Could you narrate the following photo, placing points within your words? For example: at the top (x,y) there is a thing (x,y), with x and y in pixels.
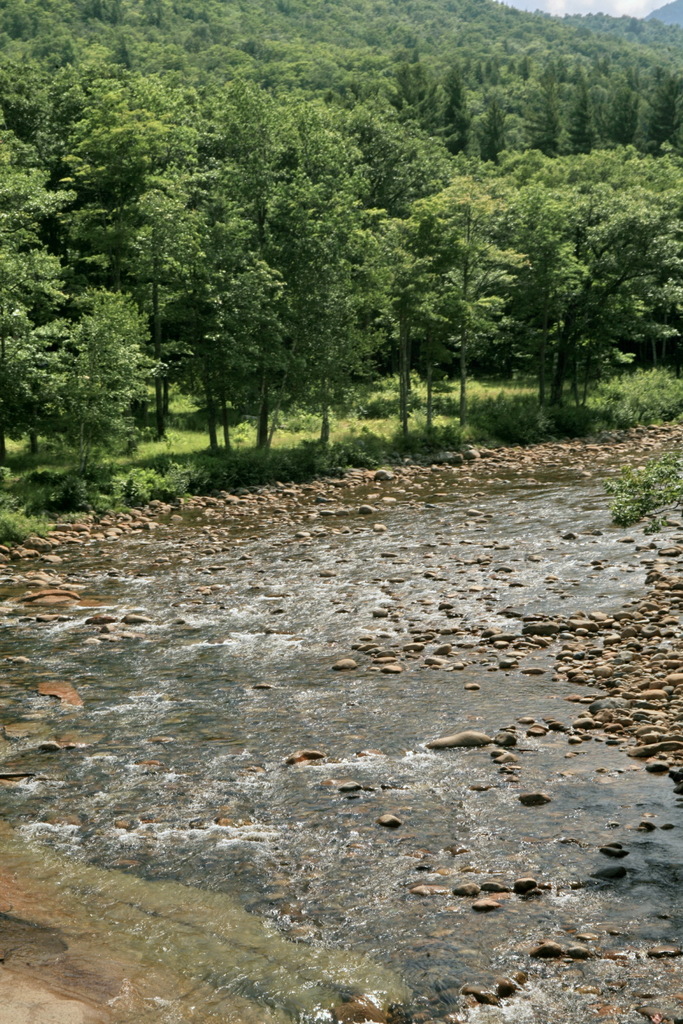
At the top of the image (299,39) we can see sky (585,10), hills (649,21), trees (275,216) and grass (492,381). At the bottom of the image (329,764) we can see flowing water (257,679), rocks (454,739) and stones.
